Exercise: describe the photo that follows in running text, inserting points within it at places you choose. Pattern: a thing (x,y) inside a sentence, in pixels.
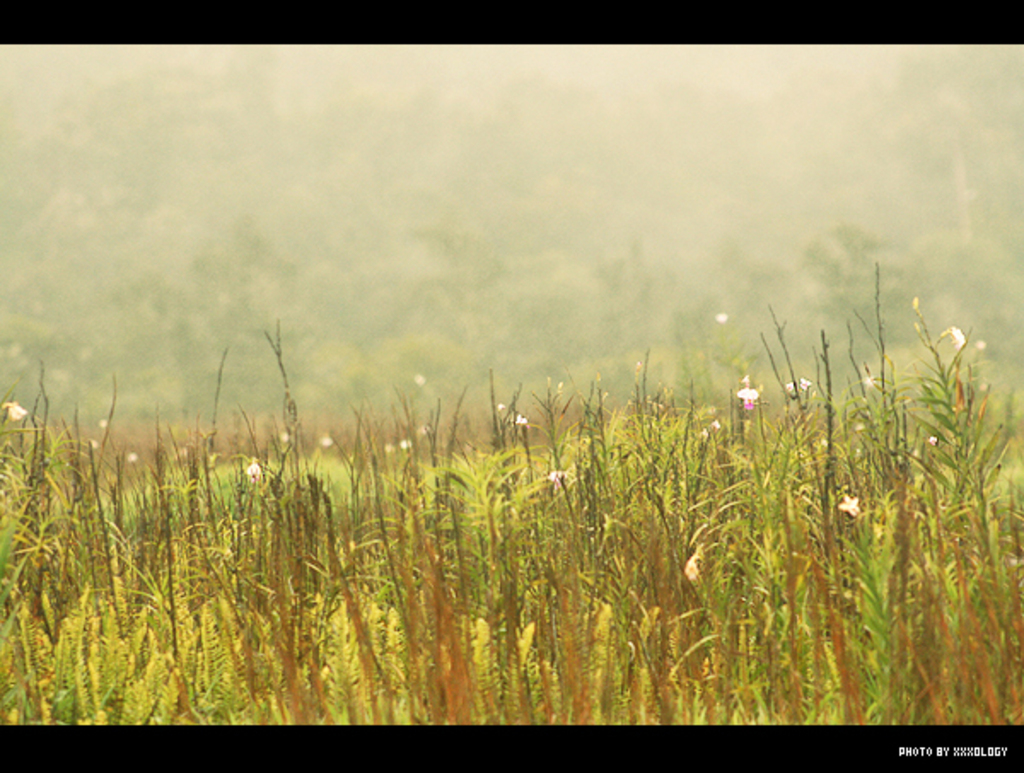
In this image we can see some flowers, and some plants (598,579).
